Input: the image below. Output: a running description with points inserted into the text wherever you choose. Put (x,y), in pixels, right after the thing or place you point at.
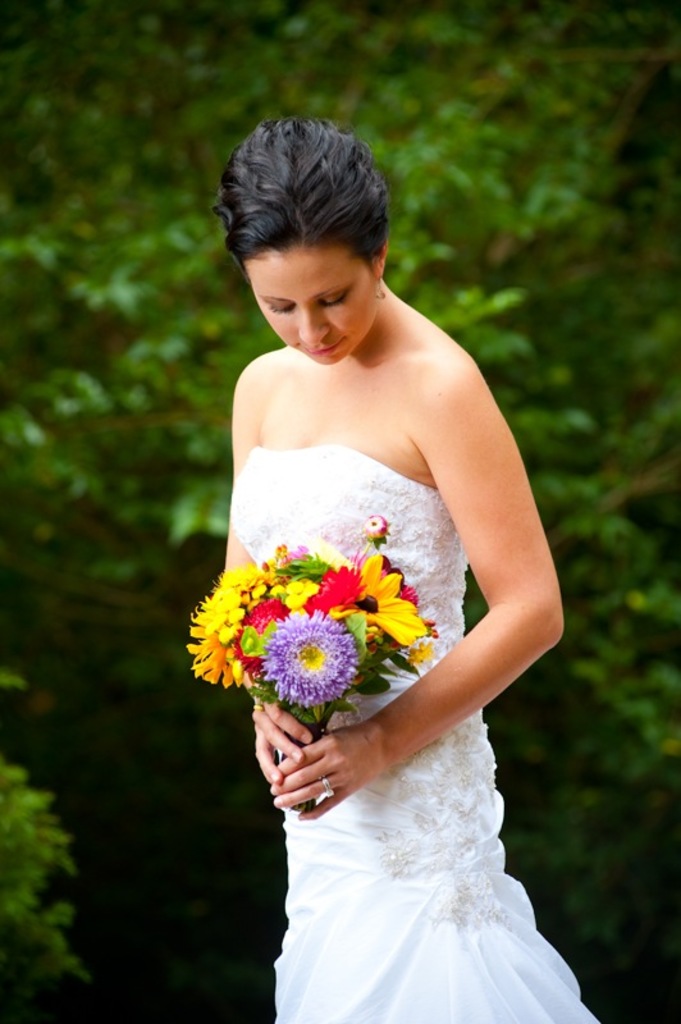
In this image, we can see a lady (274,507) holding some flowers (327,607). We can also see the background (226,50) with some trees (203,696).
